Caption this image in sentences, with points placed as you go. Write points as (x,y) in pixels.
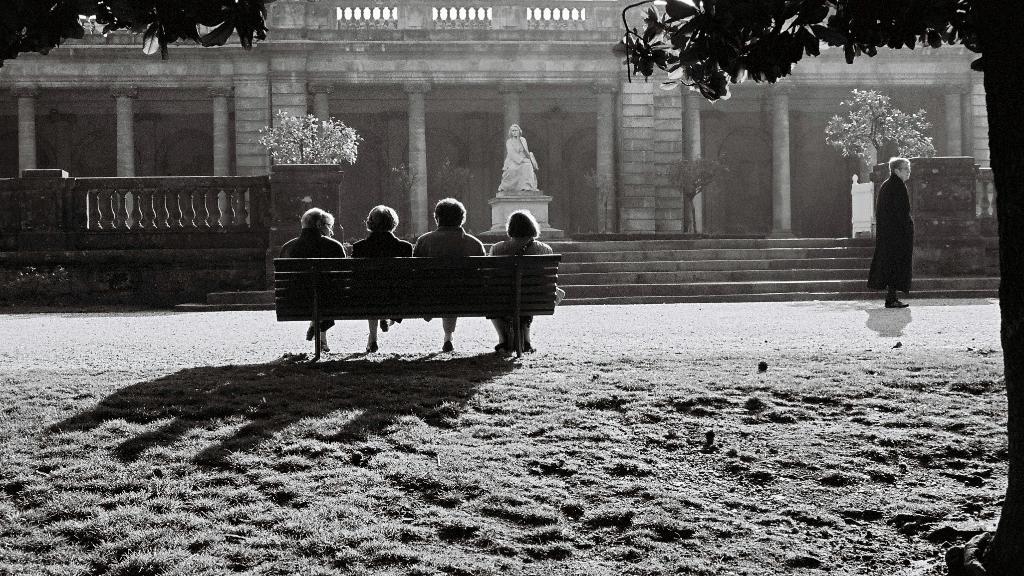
This is a black and white image and here we can see people (448,230) sitting on the bench (488,284) and in the background (558,154), there is a building (609,66) and we can see a statue (513,161), some plants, trees (749,36), stairs (644,254), railings (87,179) and we can see a person (890,294) standing on the ground (663,408).
